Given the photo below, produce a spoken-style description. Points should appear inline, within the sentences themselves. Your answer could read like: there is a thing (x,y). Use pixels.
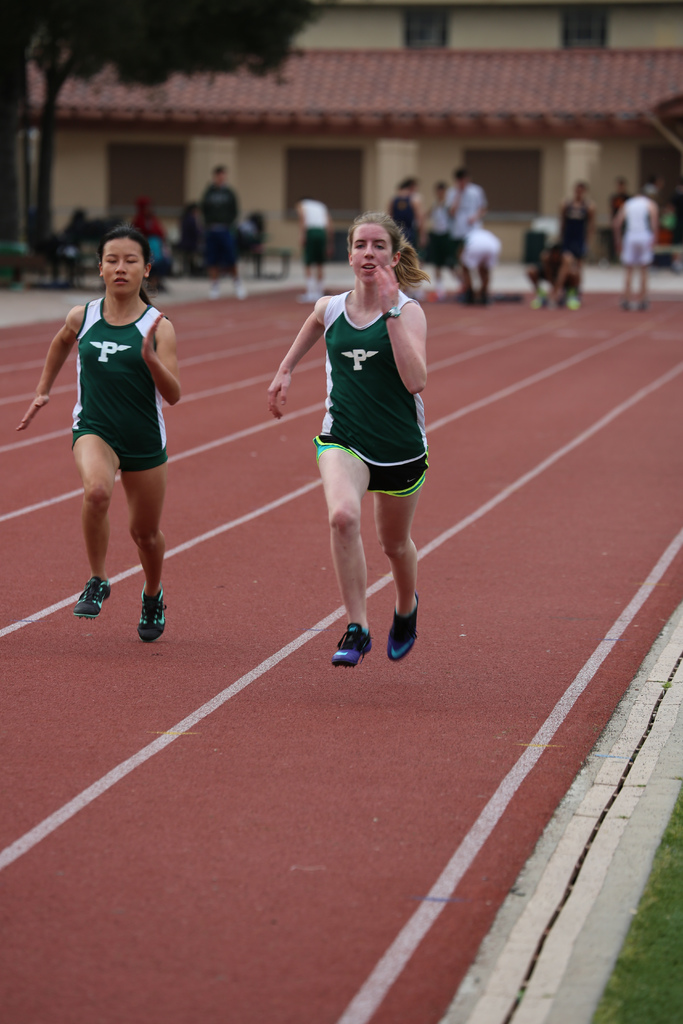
This picture describes about group of people (340,309), few people (220,234) are standing, few are seated and two women (78,342) are running, in the background (347,110) we can see a house (446,65) and trees (105,54).
